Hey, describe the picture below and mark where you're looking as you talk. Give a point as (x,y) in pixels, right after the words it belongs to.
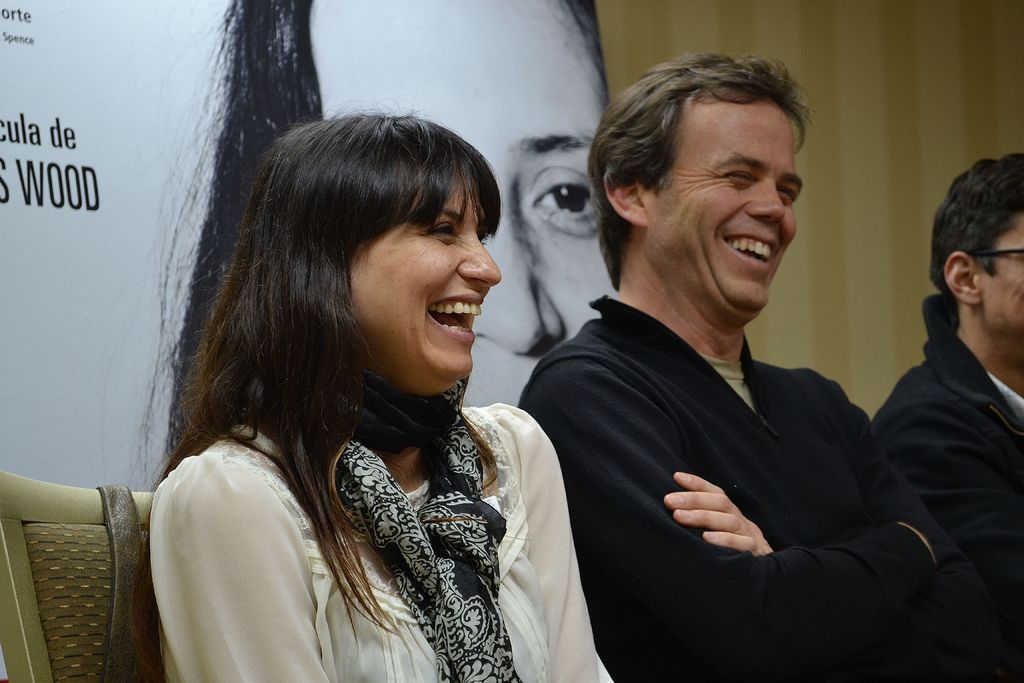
In this image we can see two men (737,505) and one women (381,522) are sitting on chairs (58,602). The woman (258,635) is wearing a white color top (508,574) with a black scarf (431,599). The men (858,589) are wearing black color jackets (925,500). Behind them, we can see one banner (97,121) and wall (868,216). On the banner (396,110), some text (38,178) and one woman image (476,110) is present.
